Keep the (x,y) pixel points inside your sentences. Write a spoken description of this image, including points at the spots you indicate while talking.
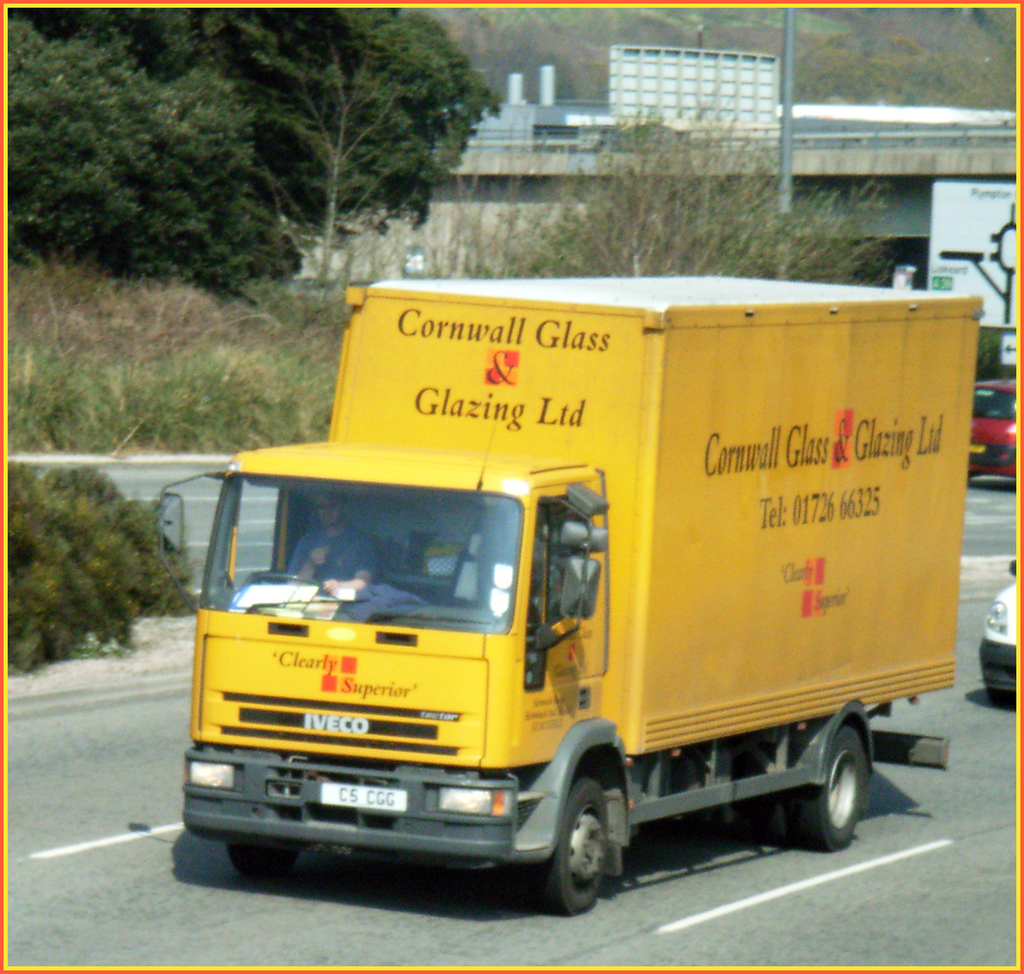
In this picture I can see some vehicles (728,712) are on the road (876,783), side I can see some plants (95,445) and trees (82,25).
